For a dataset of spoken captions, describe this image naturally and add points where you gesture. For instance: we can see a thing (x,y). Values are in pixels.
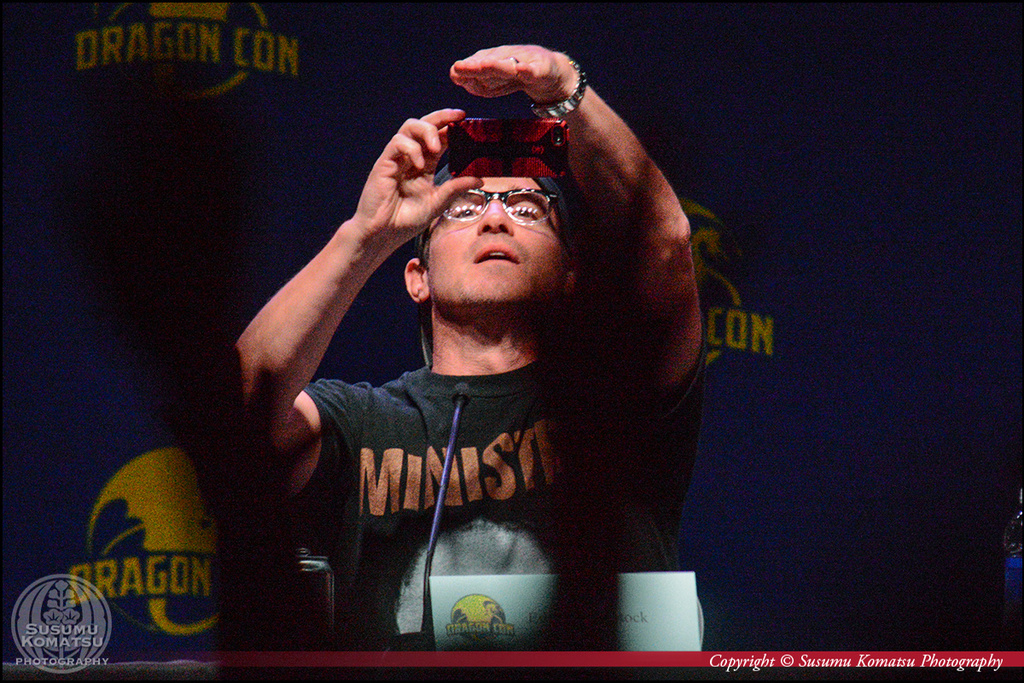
In this picture we can observe a man (535,362) wearing a T shirt (470,381) and holding a mobile phone (451,155) in his hand (387,209). He is wearing spectacles (529,209). We can observe a mic (437,505) in front of him, on the table (365,656). There are watermarks (68,607) on the left side (54,646) and right side of the picture (760,660). There is a name board (677,623) on the table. In the background (309,60) we can observe a blue color poster (771,218).
